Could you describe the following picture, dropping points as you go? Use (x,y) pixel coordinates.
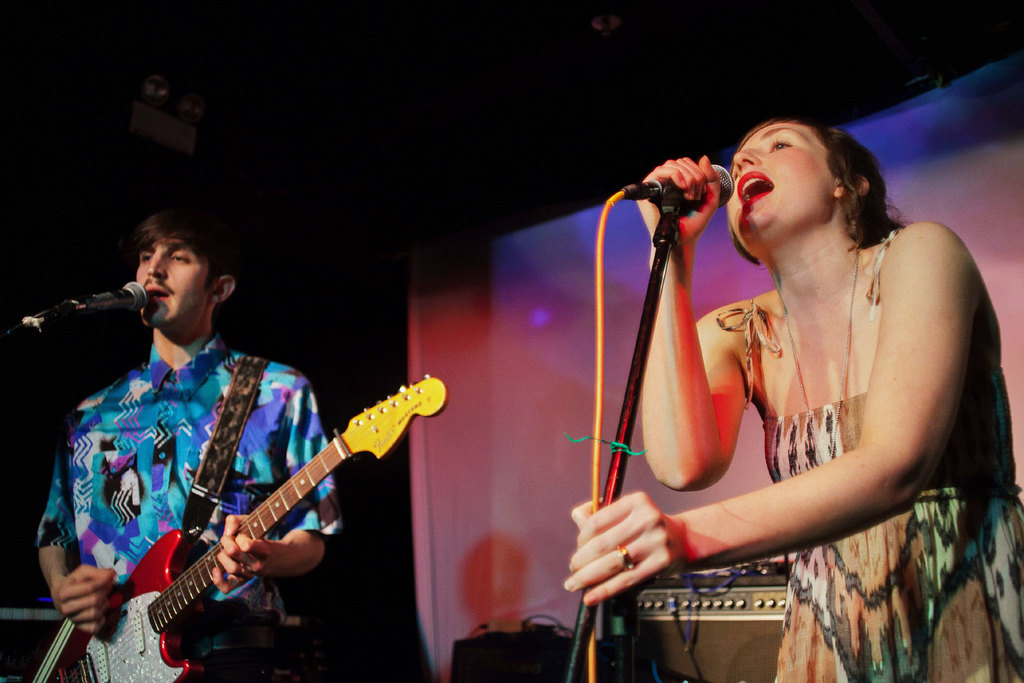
In this image I see a woman (847,170) who is standing in front of the mic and I also see a man (153,311) who is standing in front of a mic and holding the guitar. In the background (12,669) I see an equipment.
